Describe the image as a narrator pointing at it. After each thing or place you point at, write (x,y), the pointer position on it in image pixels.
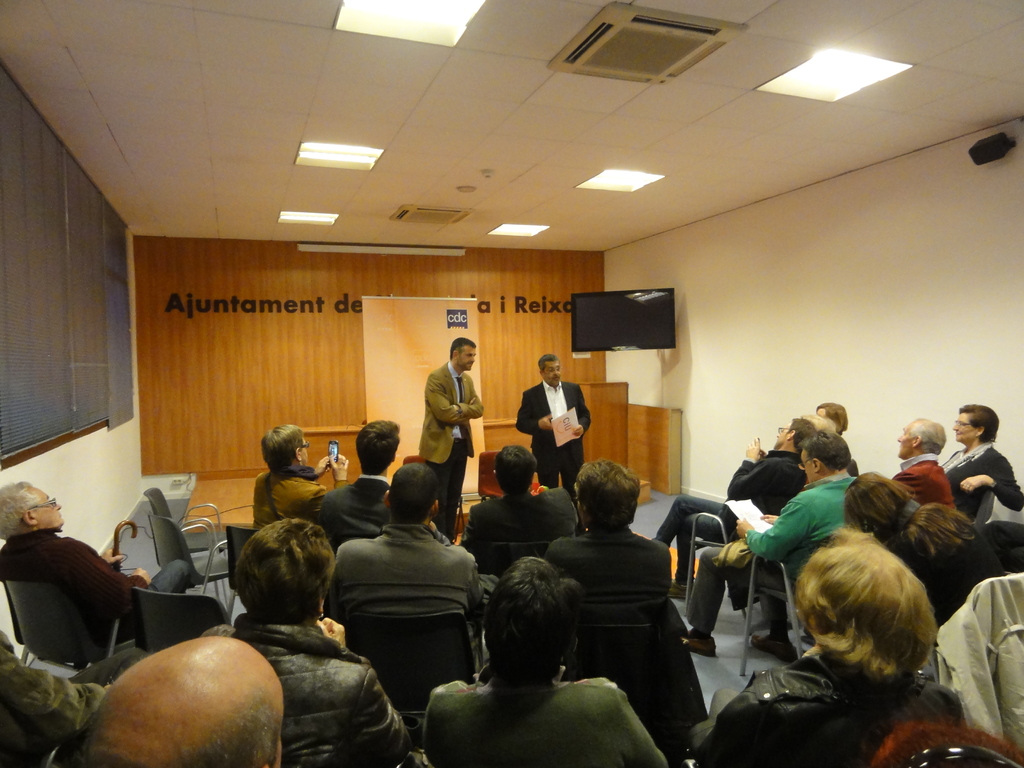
A picture of a room (364,104). Most of the persons (102,565) are sitting on a chair (596,606). For this 2 persons (556,411) are standing. This person (560,445) is holding a paper (572,421). Screen (615,331) is attached to a wall (782,298). This person (785,524) is sitting and holding a paper (762,528). This person (297,498) is holding a mobile (334,462).
